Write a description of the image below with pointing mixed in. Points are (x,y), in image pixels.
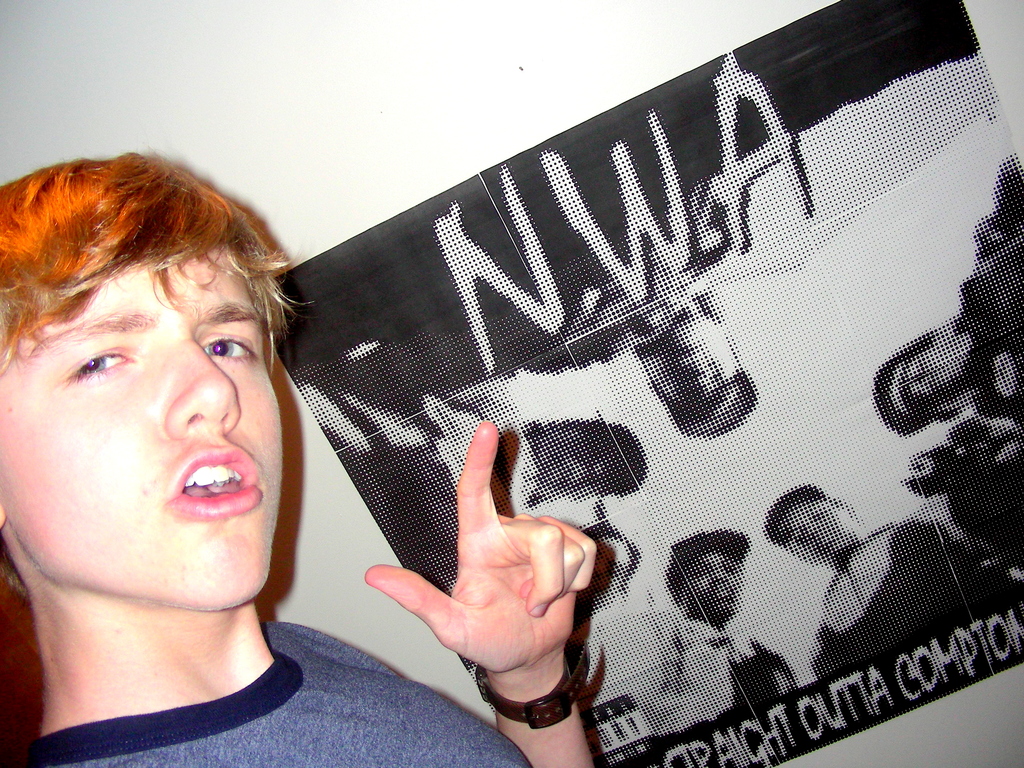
In this image we can see a man (111,506) and an advertisement (582,370).
